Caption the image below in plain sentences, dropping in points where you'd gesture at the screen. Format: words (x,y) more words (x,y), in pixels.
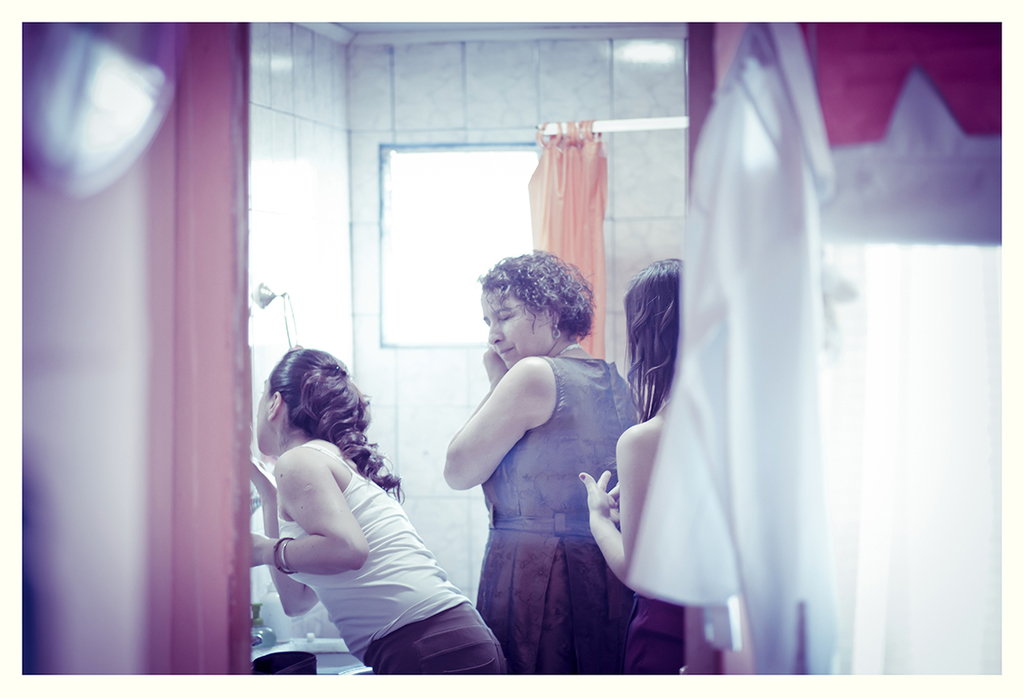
In this picture we can see the curtains (772,362), window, wall (475,56), women (292,581) and objects (257,614). In the bottom left corner of the picture (277,655) we can see tap (264,634), wash basin (282,641) and black object (305,669).
